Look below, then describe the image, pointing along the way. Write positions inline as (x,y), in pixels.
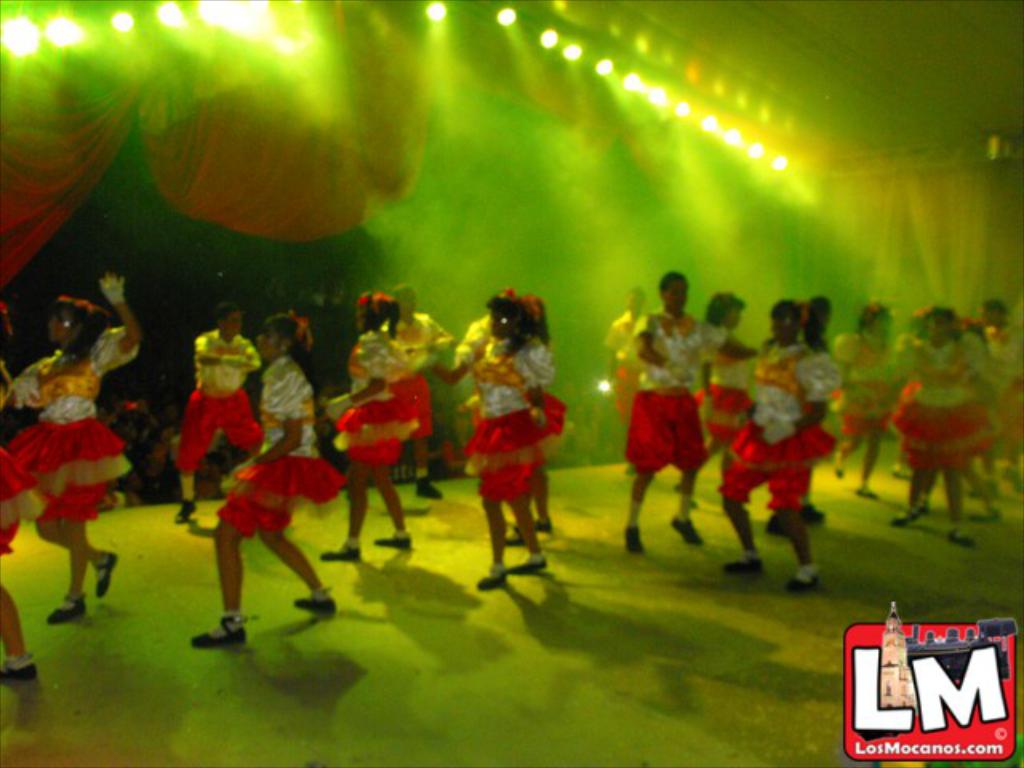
In the picture we can see some girls (774,363) are dancing on the dance floor (432,610) under the shed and to the shed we can see lights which are focused on the girls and outside of the shed (763,133) we can see some people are watching them and to the shed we can see a red color curtain (335,172).
